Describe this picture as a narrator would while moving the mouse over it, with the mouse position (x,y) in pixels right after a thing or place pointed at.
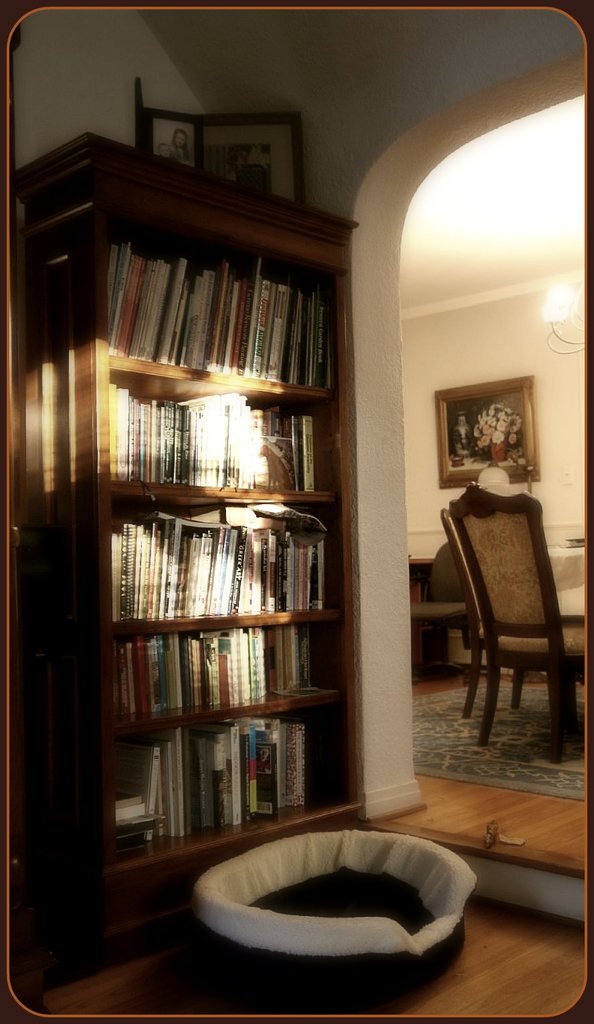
In this picture we can see a rack (209,716) with so many books (272,306) and photo frame (206,126) above the rack (185,202) and in background (522,388) we can see frame (527,399) to wall (523,306), light (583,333), chair (496,521).
